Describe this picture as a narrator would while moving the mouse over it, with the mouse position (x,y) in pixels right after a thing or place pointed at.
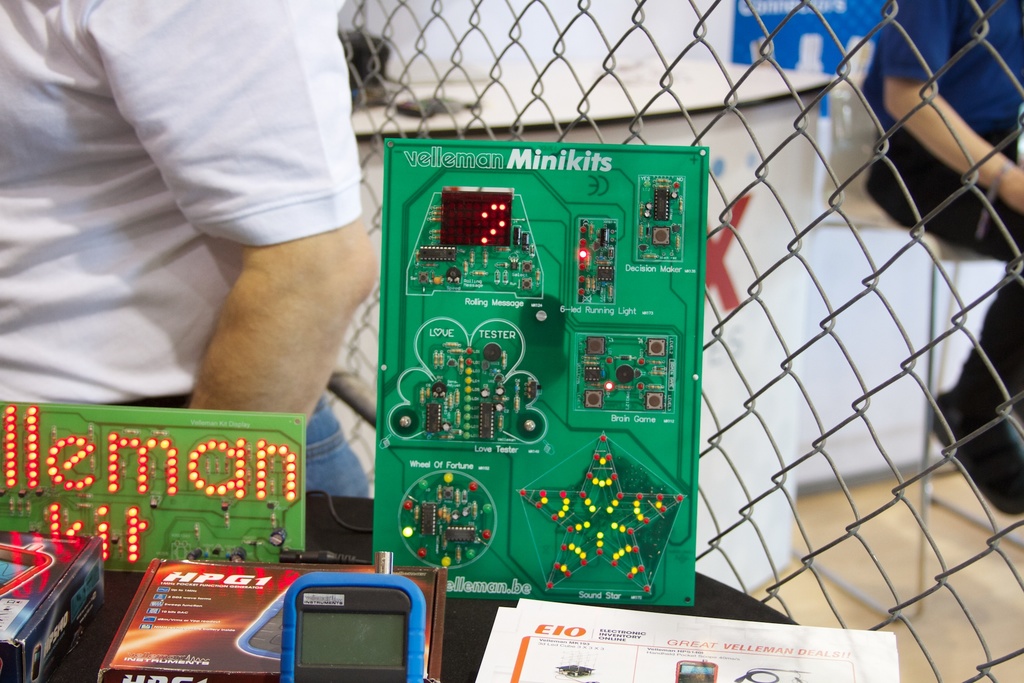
In this image there are two persons (329,271) and there is an electric kit (442,509). In front of it there are boxes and paper (832,664). Beside that, there is a fence (880,269) and a table (749,108), on top of the table (458,92) there is a bag (380,63). And there is a chair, the person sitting on it.
